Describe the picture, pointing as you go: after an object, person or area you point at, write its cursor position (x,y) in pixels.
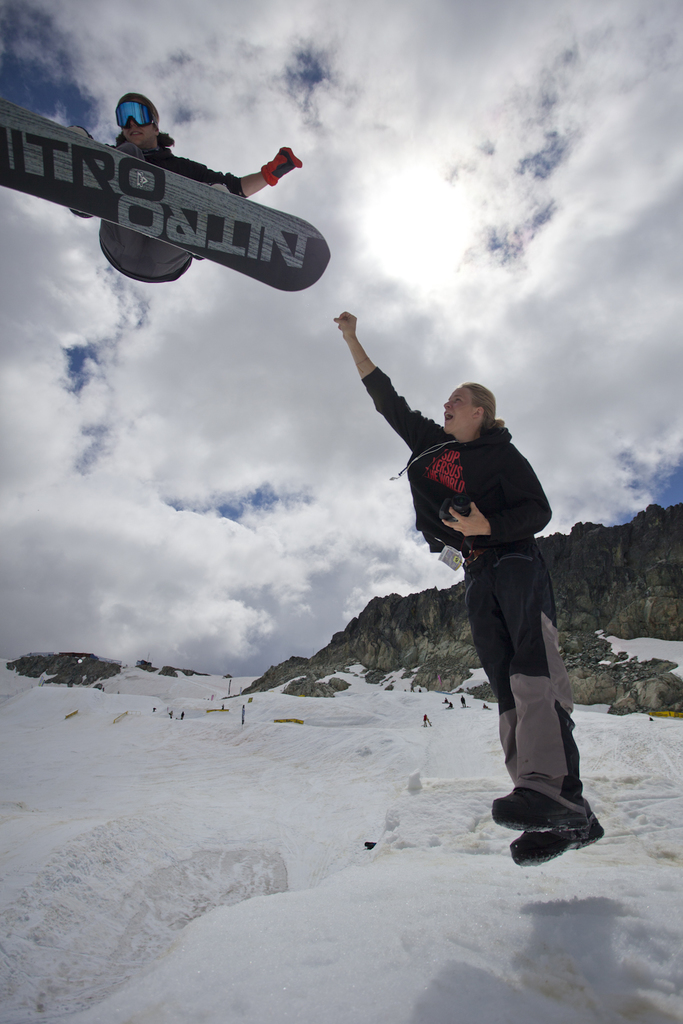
On the left top (106,263) I can see a person (127,267) is snowboarding. In the foreground (636,855) I can see a person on the mountain (500,890). In the background (331,588) I can see mountains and the sky (314,373). This image is taken may be on the ice mountain (323,709) during a day.
